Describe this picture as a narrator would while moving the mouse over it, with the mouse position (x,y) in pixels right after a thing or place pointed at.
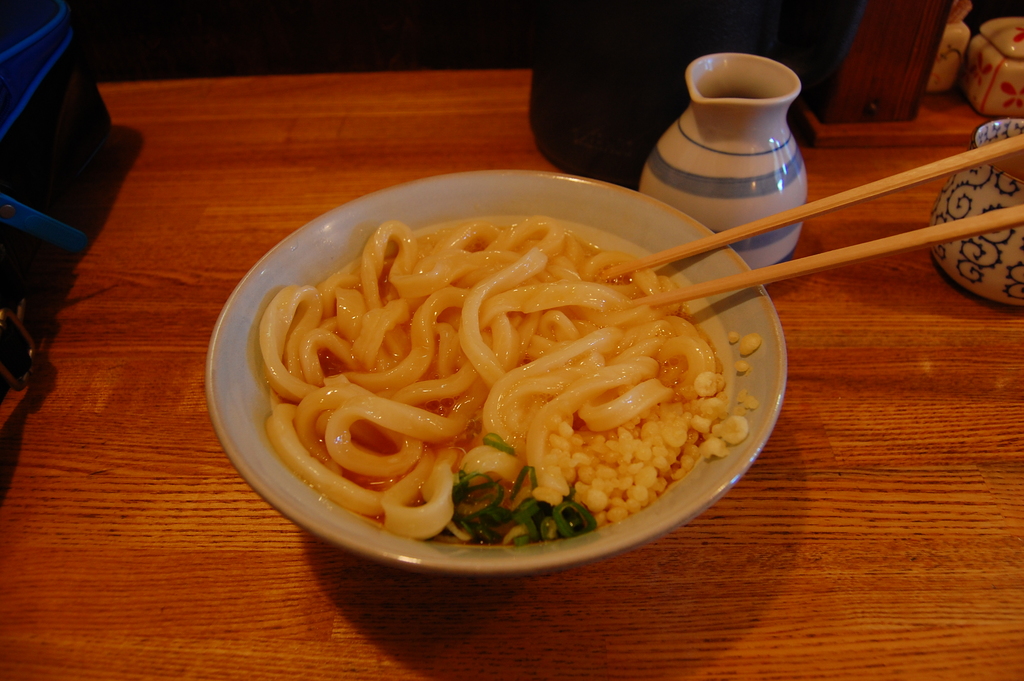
In this picture we can see table (480,609) and on table (199,352) we have bowl (638,223) with food (541,270) in it, chopsticks (751,227), pot (745,153), bowl (982,139).
